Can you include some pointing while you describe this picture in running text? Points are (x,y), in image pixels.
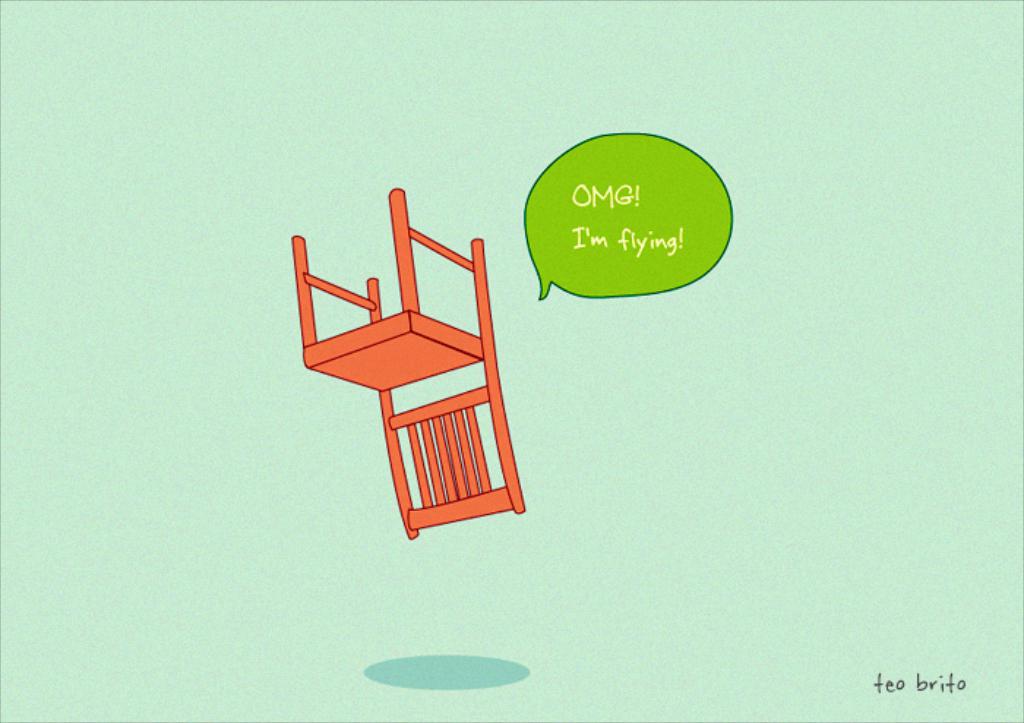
In this picture there is an object (66,493) which seems to be the poster (393,243). In the center (478,299) we can see the depiction (375,357) of a chair (427,376) which is in the air (353,310) and we can see the text (909,686) on the image. The background of the image (156,616) is colored.
